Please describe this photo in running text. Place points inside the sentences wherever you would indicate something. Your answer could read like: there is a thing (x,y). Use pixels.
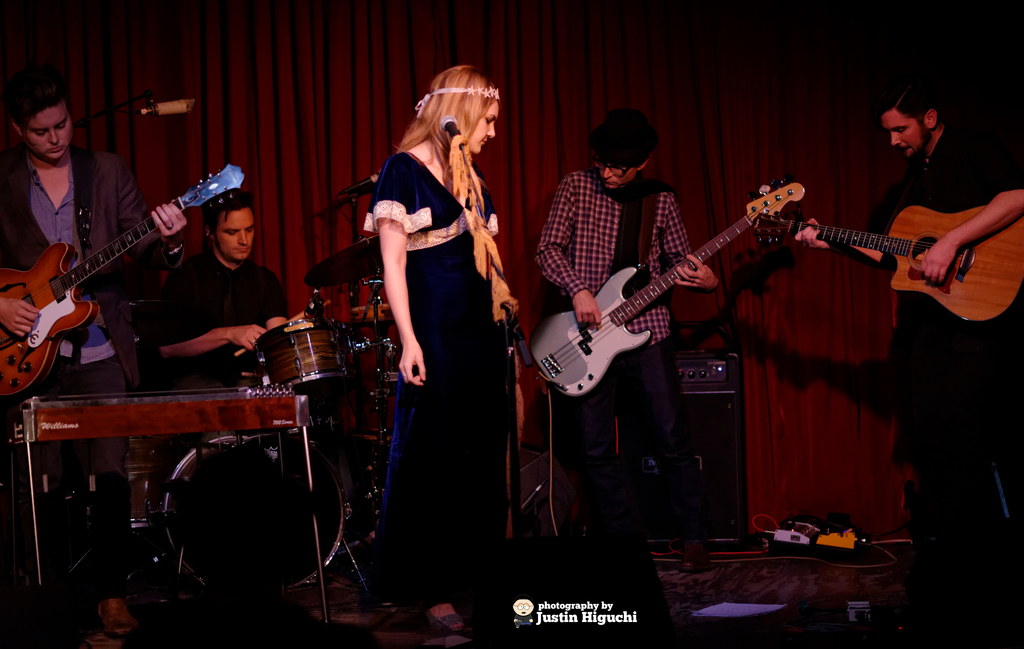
This woman (424,139) is standing in-front of a mic (450,127). These 3 persons (60,224) are playing a guitar (913,233). This man (247,294) is sitting and playing these musical instruments (340,346). This is a red curtain (505,57). This is an electronic device (701,369).
